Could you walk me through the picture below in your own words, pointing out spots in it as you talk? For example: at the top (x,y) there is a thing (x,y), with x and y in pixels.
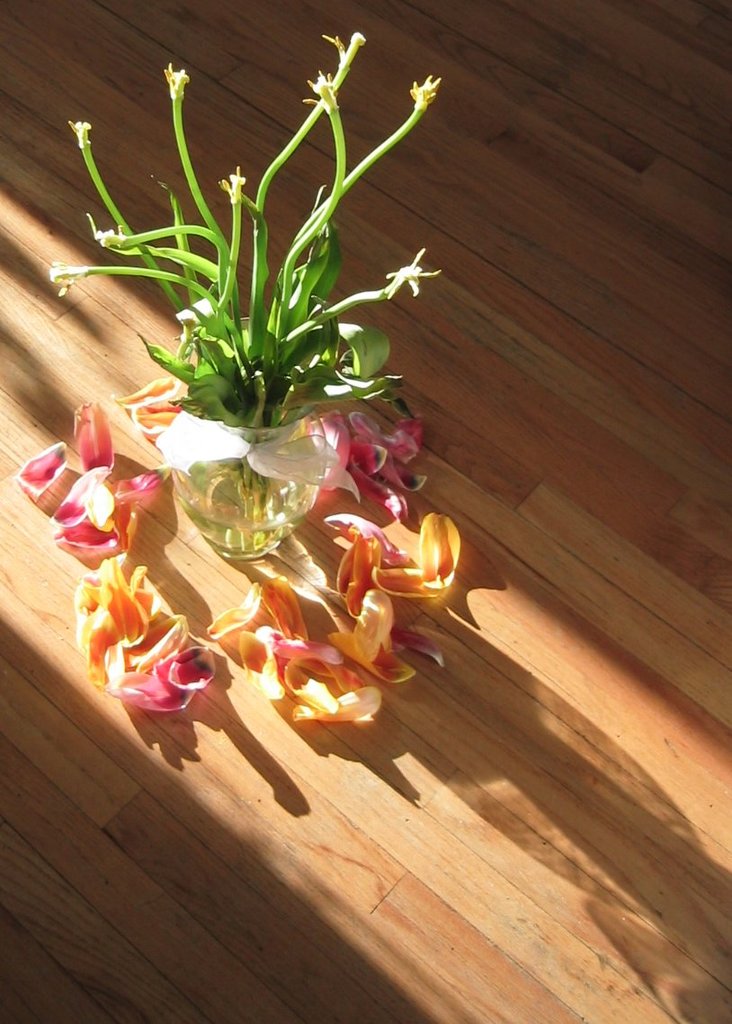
In this image we can see flower vase (263,493) and flowers (143,652) placed on the floor (325,839).
